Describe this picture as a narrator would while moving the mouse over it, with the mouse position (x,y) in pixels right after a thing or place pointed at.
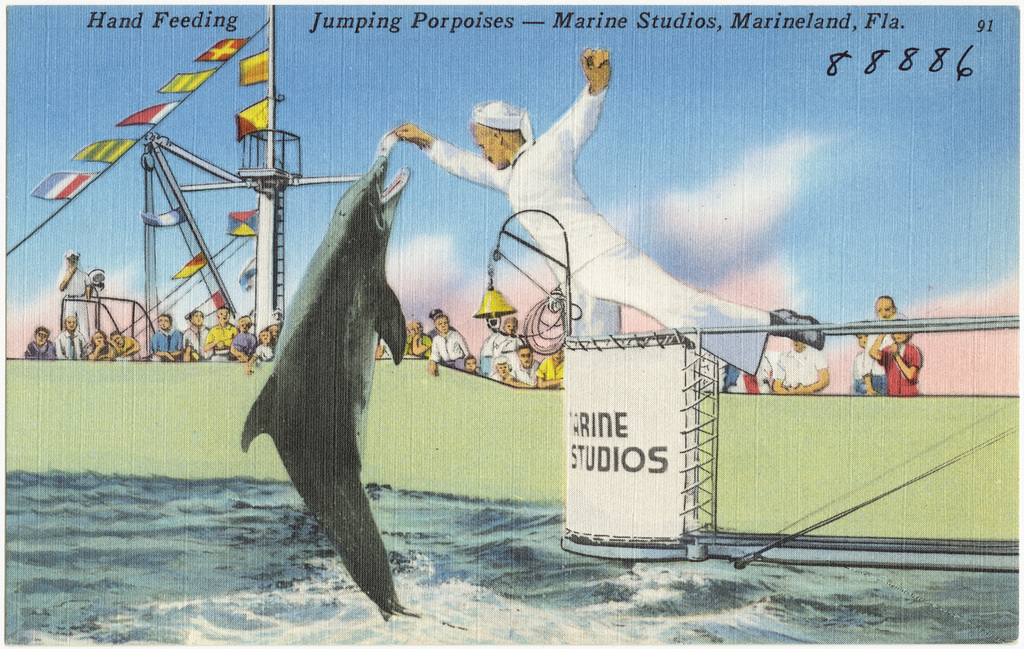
In the image we can see the poster (353,359). In the poster (343,336) we can see the pictures (540,274) of the people (585,264), water (546,577), dolphin (372,312) and the sky (738,217). We can even see the text (160,18) and the flags (50,192).
